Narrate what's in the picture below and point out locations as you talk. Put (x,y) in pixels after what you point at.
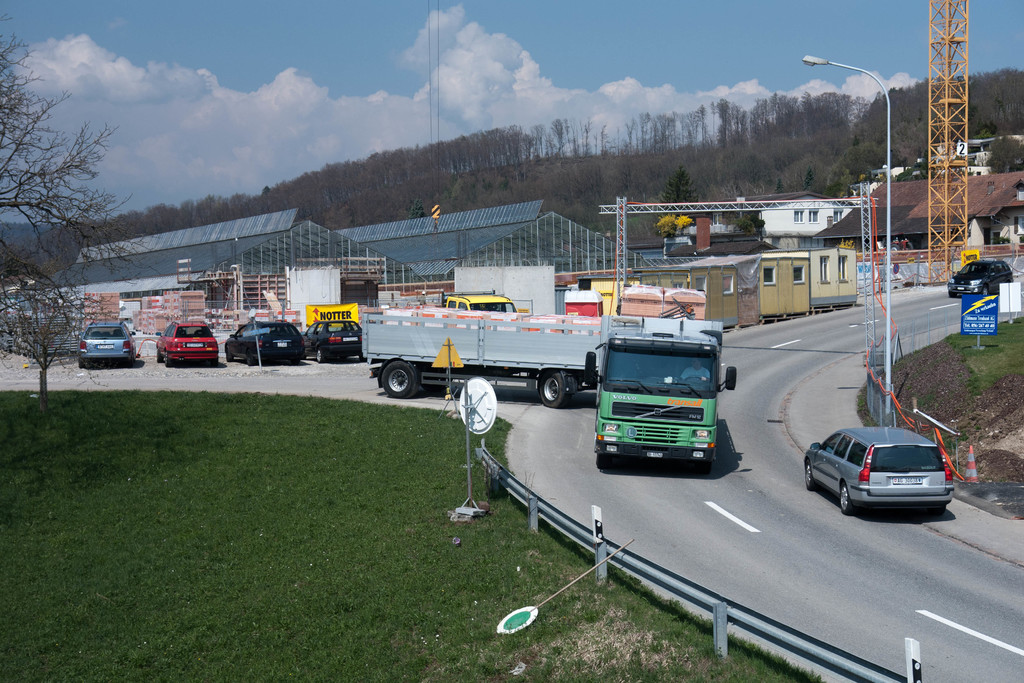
In the foreground (464,464), I can see a fence (614,549), sign boards (529,618), grass (368,528), trees (44,347) and fleets of vehicles (537,381) on the road (808,621). In the background (805,246), I can see light poles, metal rods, sheds (613,290), buildings (519,206) and the sky (436,127). This picture might be taken in a day.
